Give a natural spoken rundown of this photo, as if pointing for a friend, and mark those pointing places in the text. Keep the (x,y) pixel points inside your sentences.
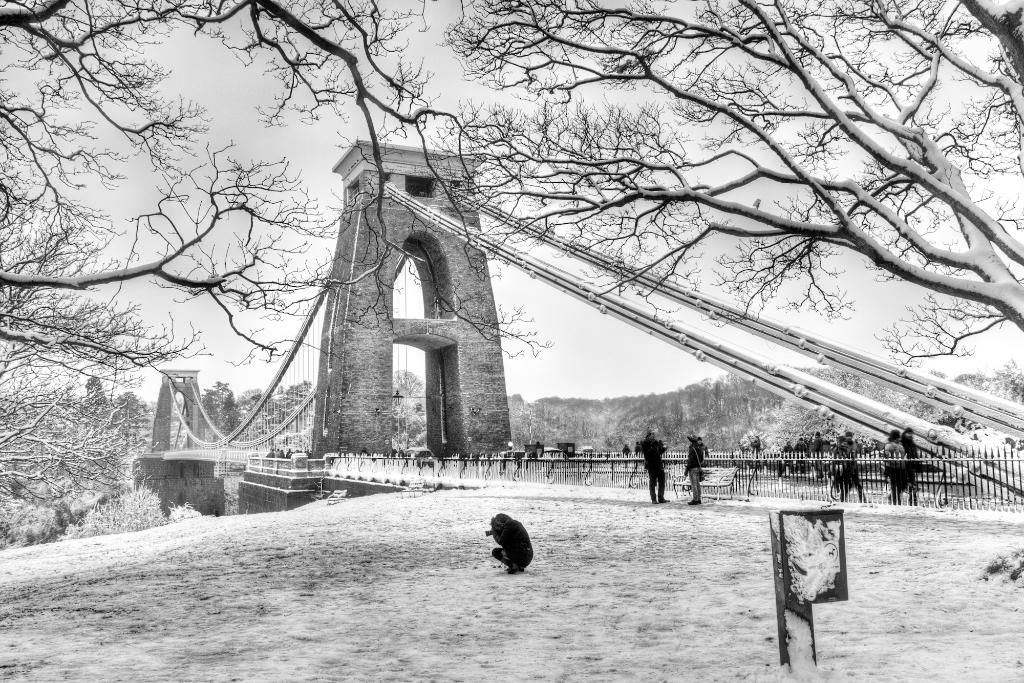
This is a black and white image. There is a bridge (439,384) in the middle (361,403). There are trees (54,362) in the middle (671,435). There is sky (76,93) at the top (737,196). There are some persons (521,527) standing in the middle (643,452).
